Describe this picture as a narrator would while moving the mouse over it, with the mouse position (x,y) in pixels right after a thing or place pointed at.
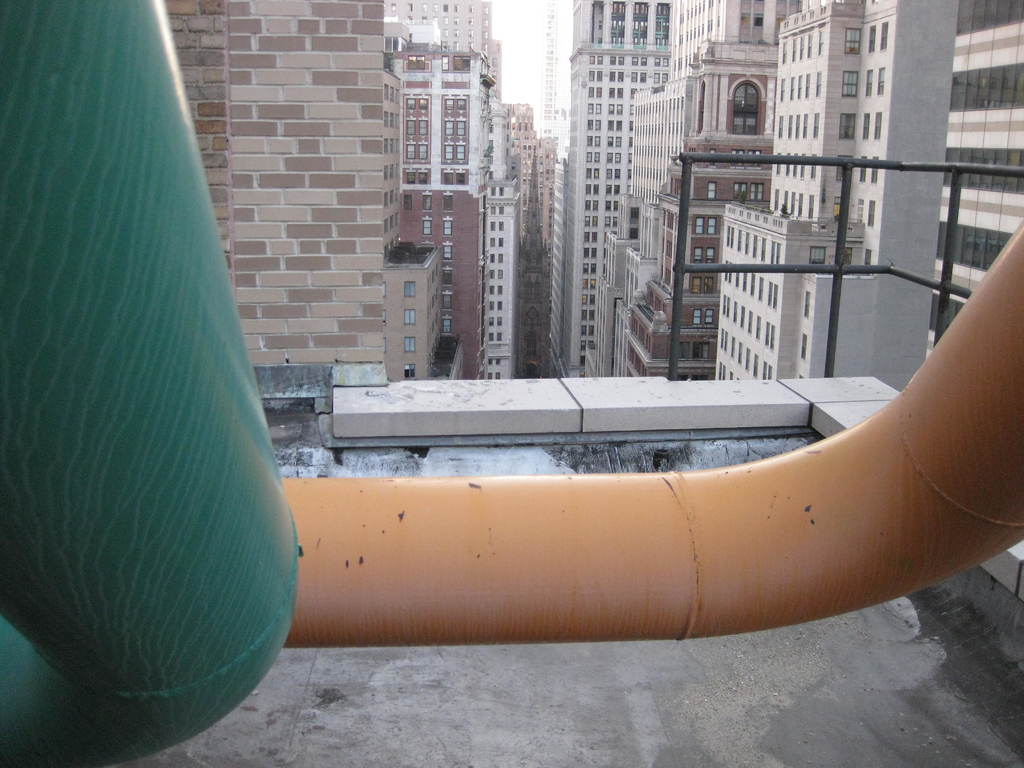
In the picture we can see many tower buildings (703,321) with windows (593,283) and many floors (687,302) and a part of the sky (514,62) from the building terrace (800,752).
